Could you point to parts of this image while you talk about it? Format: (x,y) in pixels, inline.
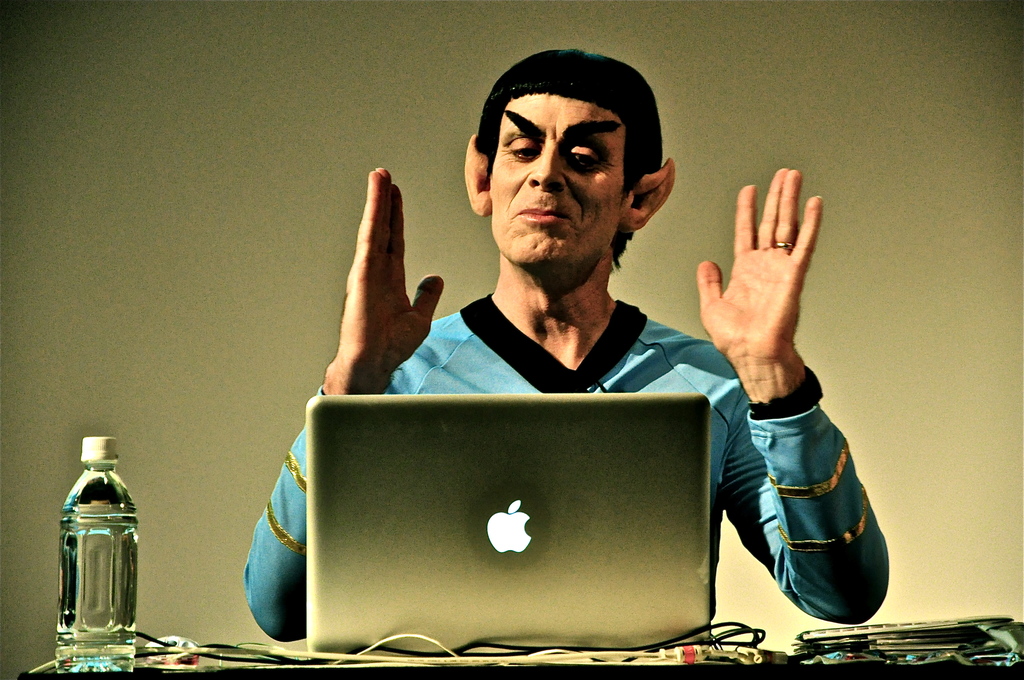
In the middle of the image (514,347) a man (483,305) is sitting and looking into the laptop (564,551). Bottom of the image (650,672) there is a table (90,679), On the table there is a bottle (122,595) and there are some papers (957,636) and wires (466,647). Behind the person (366,214) there is a wall (469,71).
